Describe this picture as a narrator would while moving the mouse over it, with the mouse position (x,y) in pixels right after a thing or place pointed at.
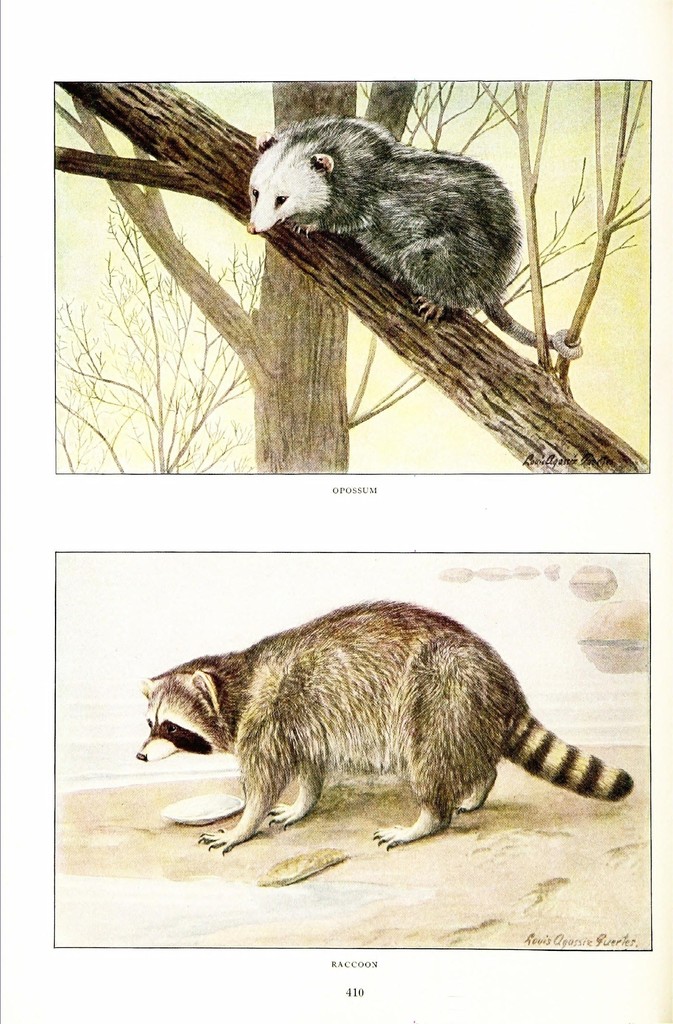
In this image there is a sketch (351,275) of a opossum (417,297) on the tree (193,272), below this image there is another sketch (287,761) of a raccoon (357,720), in front of the raccoon (212,836) there is an object (228,807).
